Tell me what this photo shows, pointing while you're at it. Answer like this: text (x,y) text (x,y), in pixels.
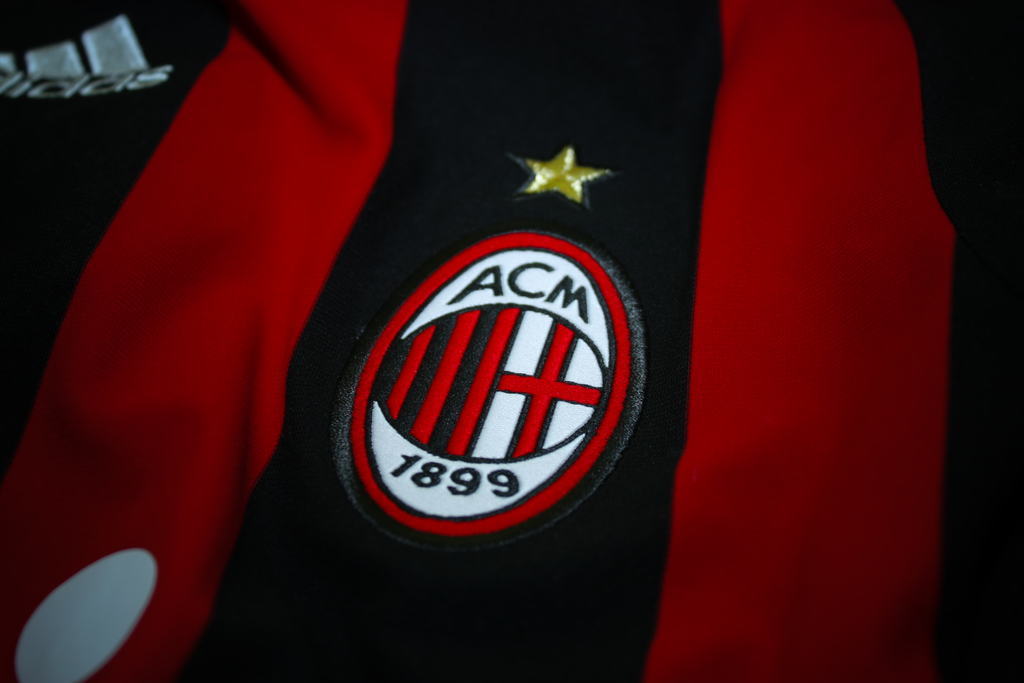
In this image we can see a cloth (581,430) with a logo (604,365) and a star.
